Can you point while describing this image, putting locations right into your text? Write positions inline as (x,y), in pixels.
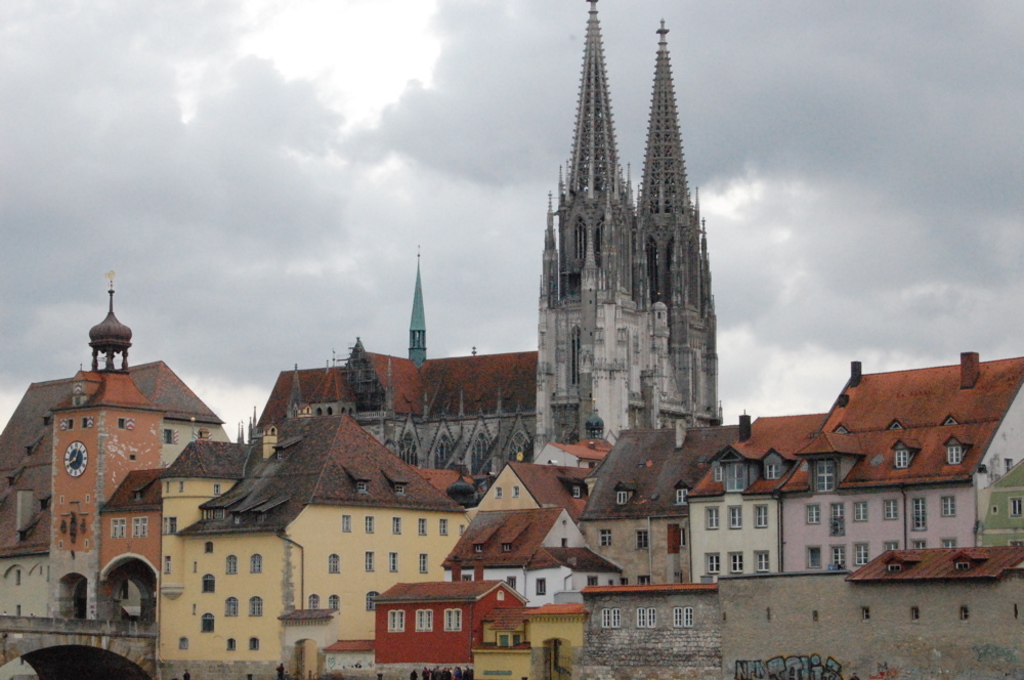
These are the buildings (366,470) and houses (723,537) with windows (418,631). This looks like a clock tower (84,464) with a clock (82,447) attached to it. I think this is a bridge (83,655). I can see the spires (415,301), which are at the top of the buildings (658,167). These are the clouds (463,151) in the sky (410,115).
